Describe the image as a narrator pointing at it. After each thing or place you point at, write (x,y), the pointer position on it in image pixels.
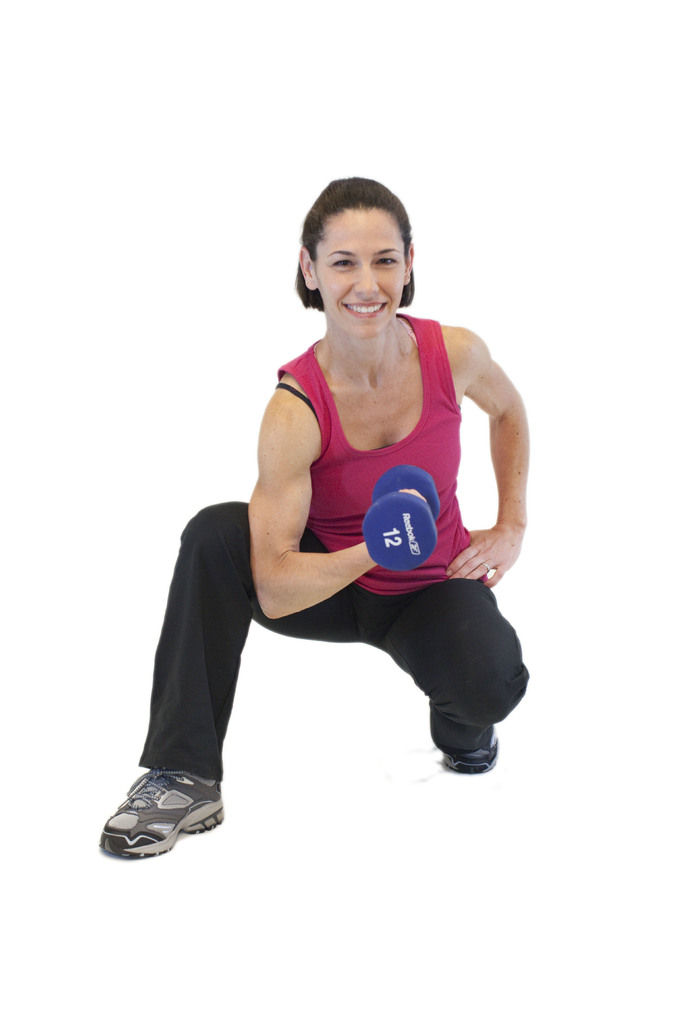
In the image there is a person (327,517) sitting in a squatting position by holding a dumbbell (402,510) in her hand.
